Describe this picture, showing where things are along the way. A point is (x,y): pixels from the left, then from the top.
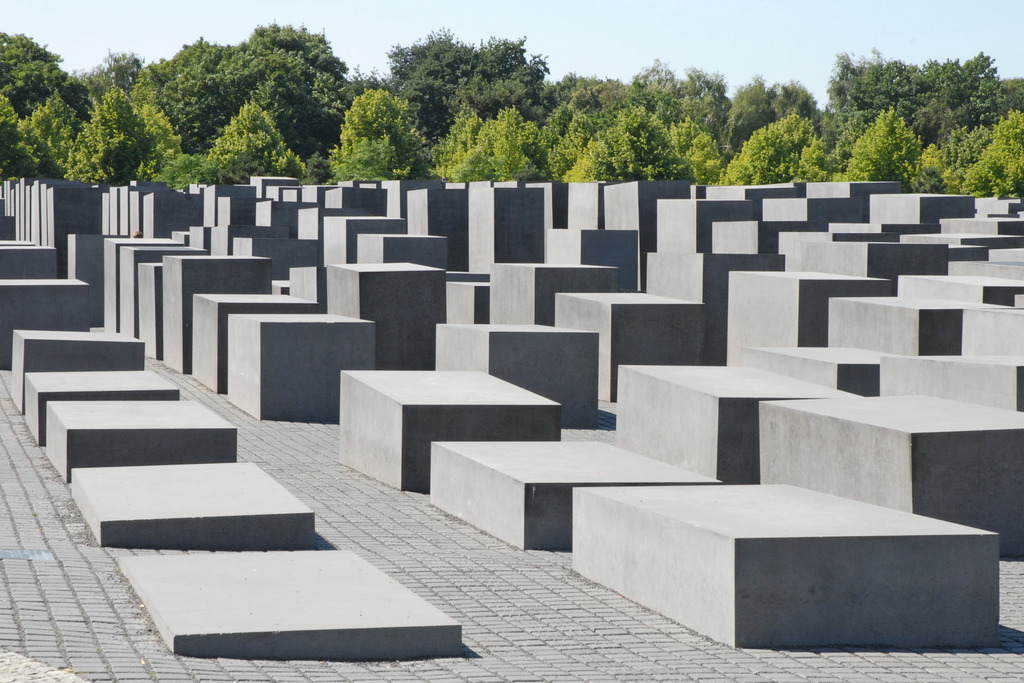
In this image we can see some blocks (549,341) of concrete (566,405) placed in an order on the ground (471,565). On the backside (524,124) we can see a group of trees (530,131) and the sky (645,51) which looks clear.
